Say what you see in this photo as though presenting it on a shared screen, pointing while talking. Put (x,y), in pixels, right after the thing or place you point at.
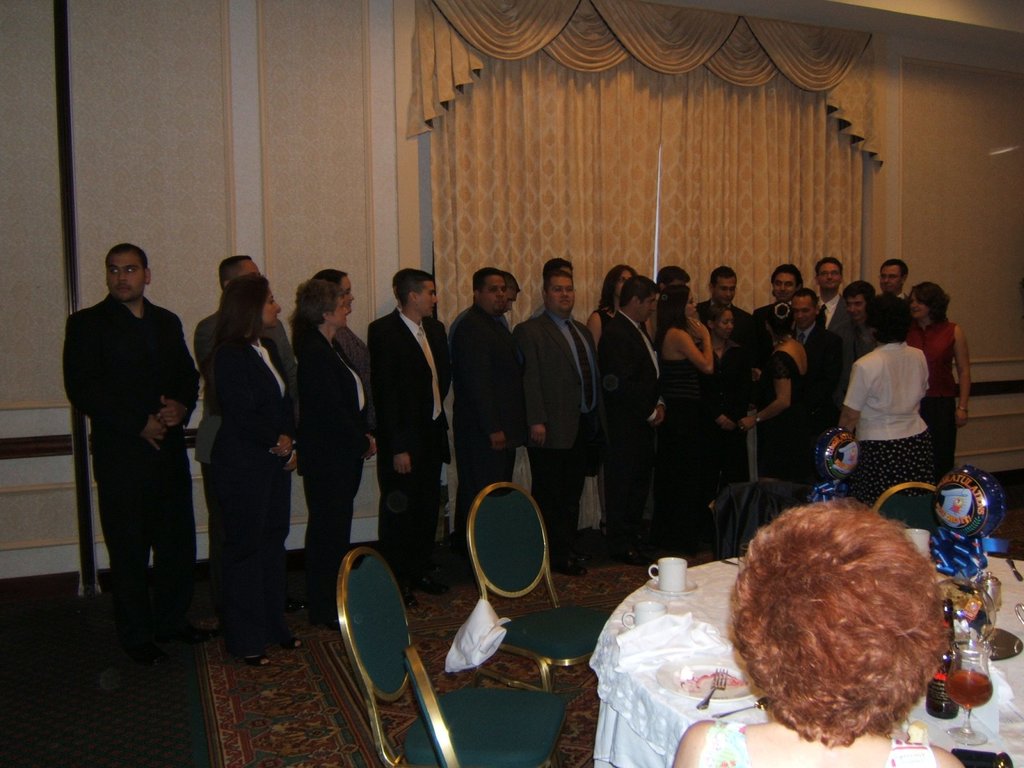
There is a person (786,761) and we can see chairs (451,703) and we can see glass (966,656), plate (706,662), cups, fork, bottle (942,666) and objects (979,509) on the table (1021,588). There are people (444,381) standing on the floor (1023,526). In the background (321,113) we can see walls (141,65) and curtains (639,26).
